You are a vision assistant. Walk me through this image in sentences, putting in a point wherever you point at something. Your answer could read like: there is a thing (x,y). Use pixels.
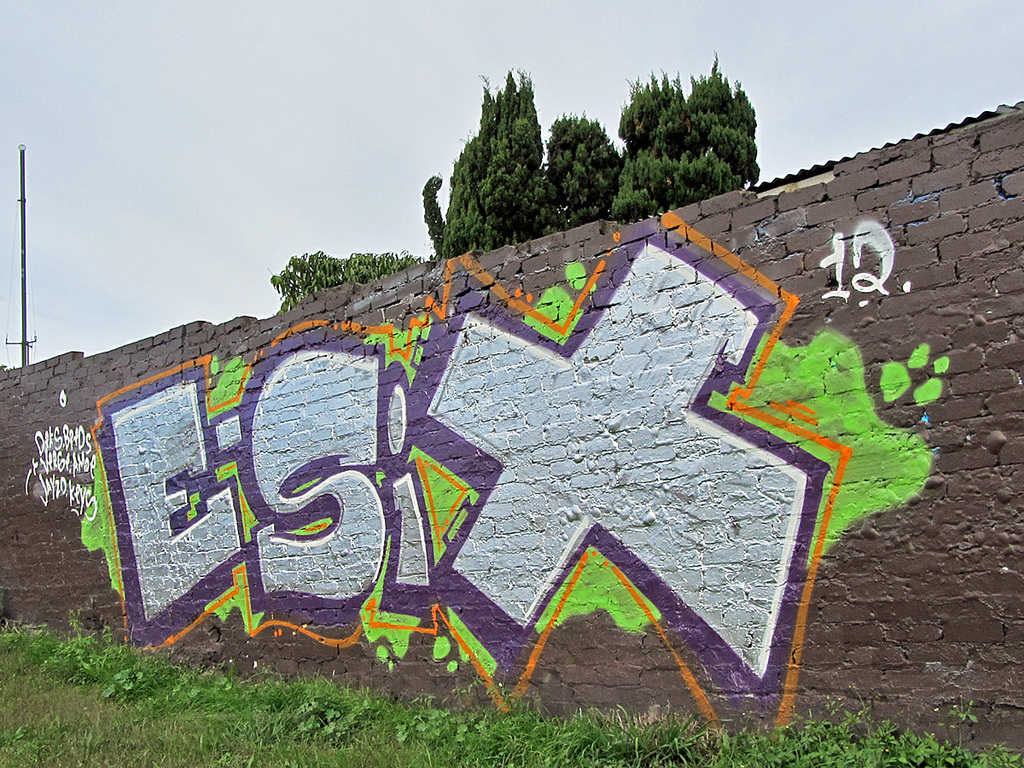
In the picture we can see a grass (324,745) and some plant saplings (103,647) and near it, we can see a wall (21,510) with bricks (53,583) which is brown in color and painted on it as an E-six (144,636) and behind the wall (18,427) we can see some trees (488,148), pole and sky (148,192).
